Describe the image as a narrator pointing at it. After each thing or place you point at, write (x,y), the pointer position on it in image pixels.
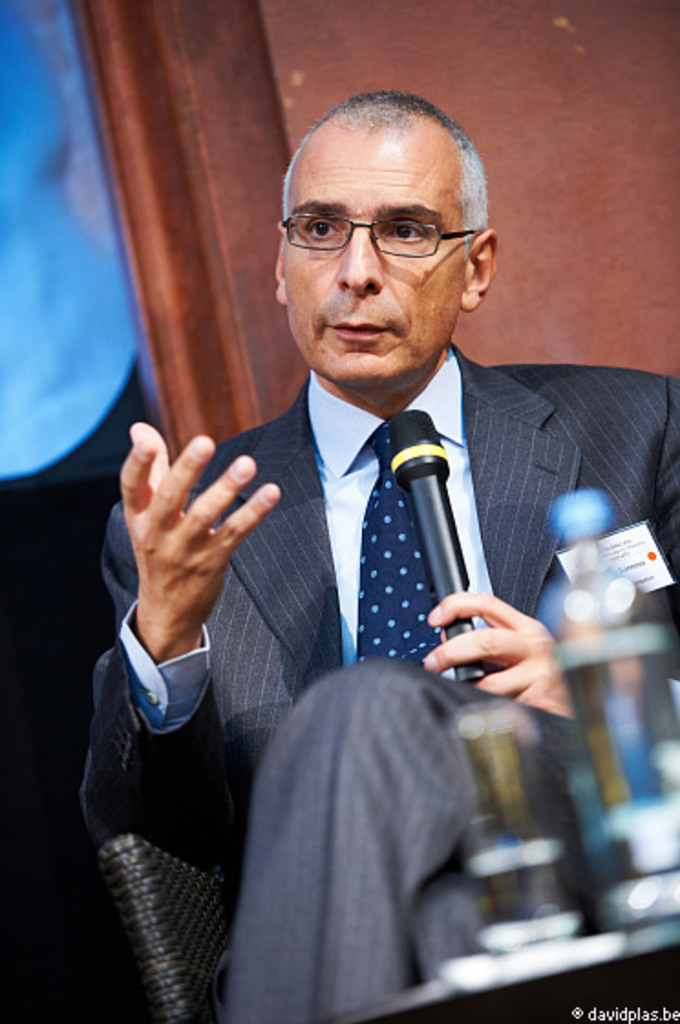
A person (332,576) wearing a suit (298,587) and specs (319,247) is holding a mic (417,438) and talking. He is sitting on a chair (200,889). In front of him there is a table (542,993). On the table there is a bottle (582,757) and a glass (496,782). In the back (212,126) there's a wall (603,164).
